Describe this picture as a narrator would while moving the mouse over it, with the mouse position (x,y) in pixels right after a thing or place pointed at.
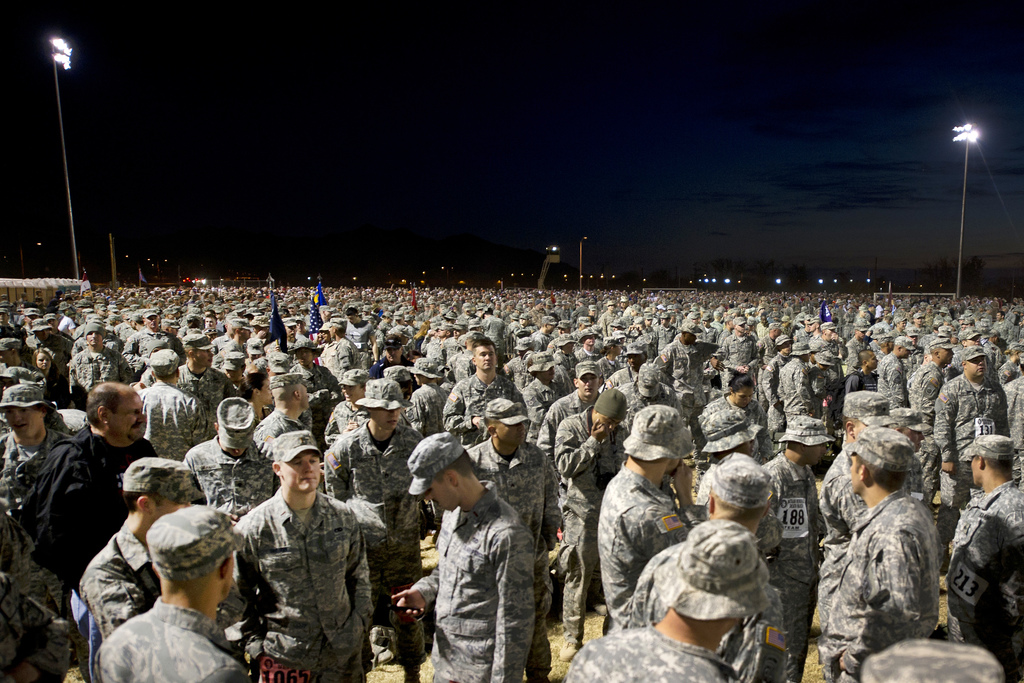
Here we can see a group of people (648,363). Most of the people (125,416) wore military dress (922,626) and caps (797,436). These are light poles (54,54). Here we can see flags (278,323).
